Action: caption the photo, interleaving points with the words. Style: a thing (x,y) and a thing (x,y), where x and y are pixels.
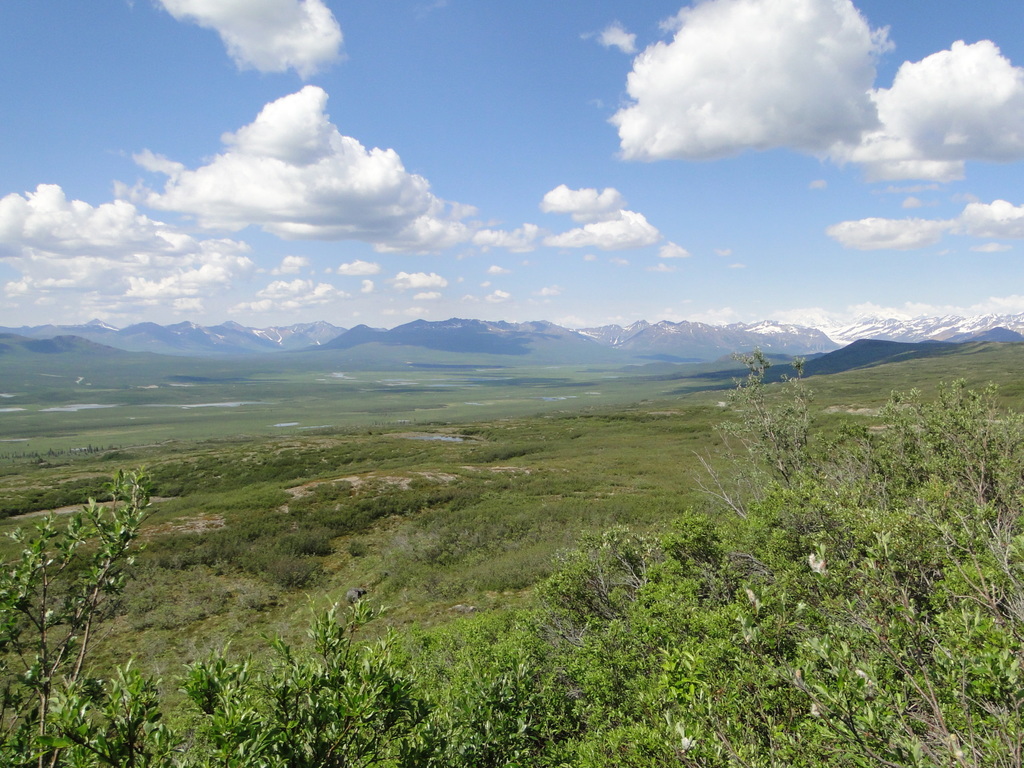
In this picture we can see trees (677,609), mountains (893,344), grass (537,394) and in the background (491,138) we can see the sky (133,144) with clouds (286,203).
